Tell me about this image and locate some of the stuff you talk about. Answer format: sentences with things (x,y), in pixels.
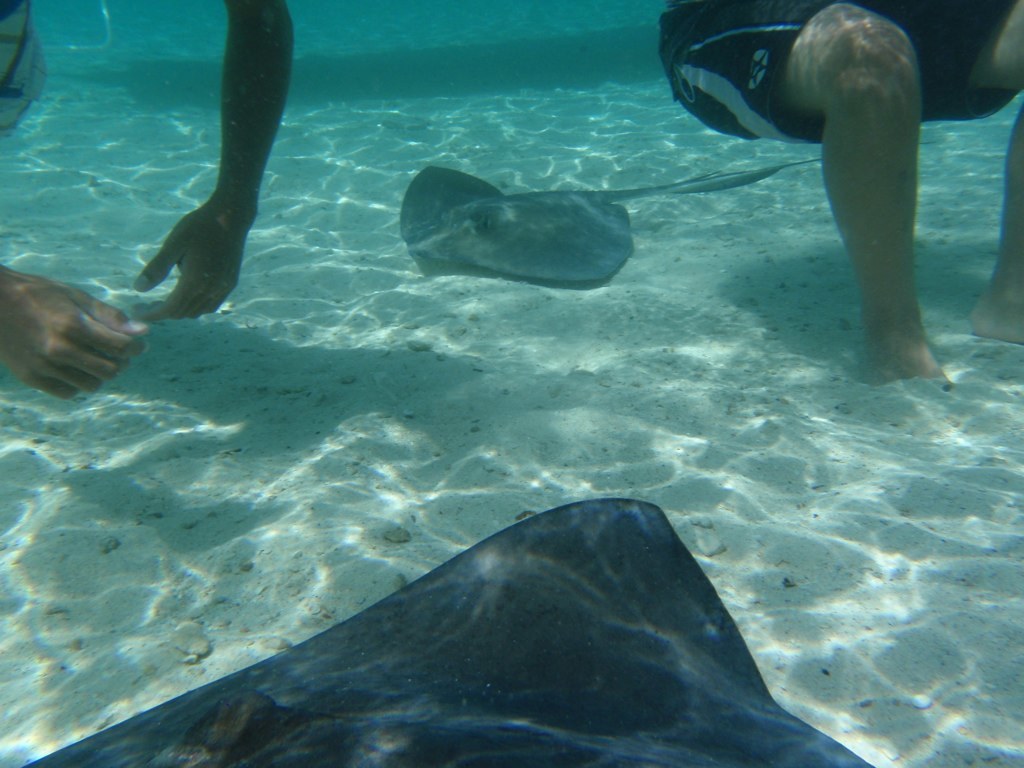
In the picture we can see in the water (143,121) and a sand (882,513) with some person hands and legs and a fish (612,516).
